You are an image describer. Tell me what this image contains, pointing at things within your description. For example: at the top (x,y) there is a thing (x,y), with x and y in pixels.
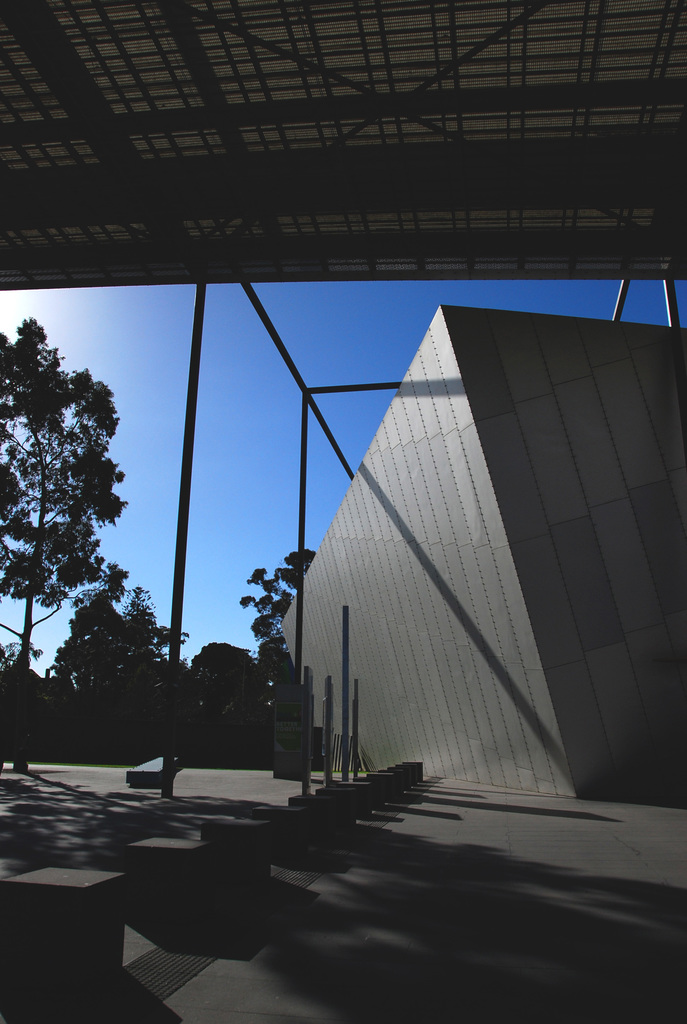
In this image I can see buildings (436,701) and roads (323,945) and trees (19,489) and the sky (38,626), shadows (273,906) and stones (37,924) visible in the middle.
